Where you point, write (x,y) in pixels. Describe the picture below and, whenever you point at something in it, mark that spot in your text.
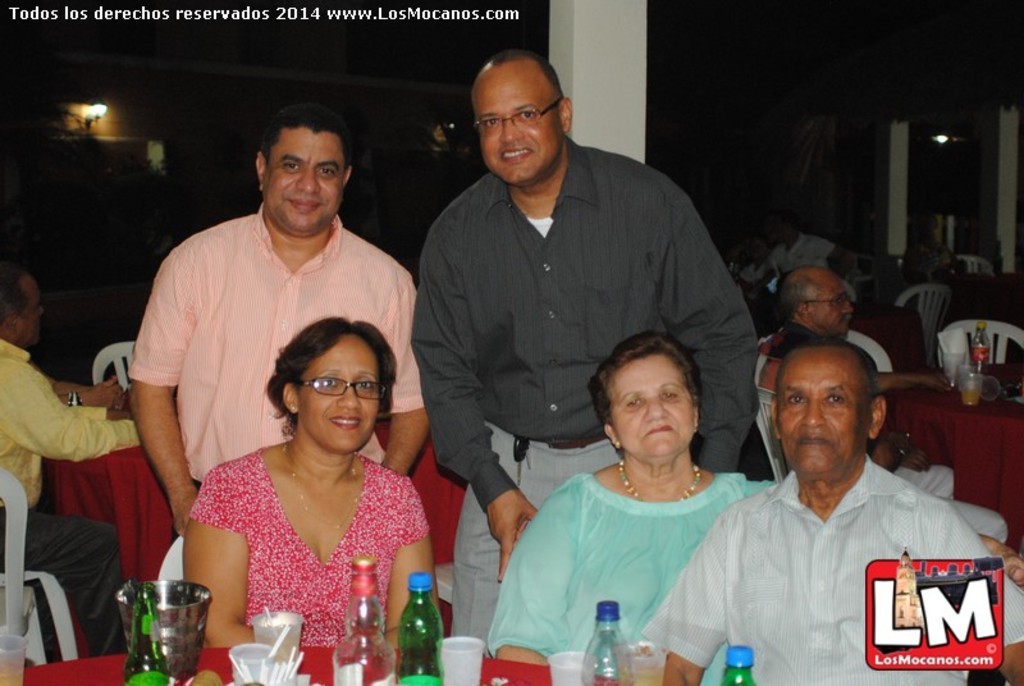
In this image we can see there are five people (557,479), in them three (609,484) are sitting and two (526,436) are standing with a smile on their face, in front of them there is a table (71,667). On the table (215,656) there are some bottles (435,662), tissues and some other objects (249,652), beside them there are another few people (819,307) sitting on their chairs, in front of the tables (943,394). The background (746,94) is blurred.
